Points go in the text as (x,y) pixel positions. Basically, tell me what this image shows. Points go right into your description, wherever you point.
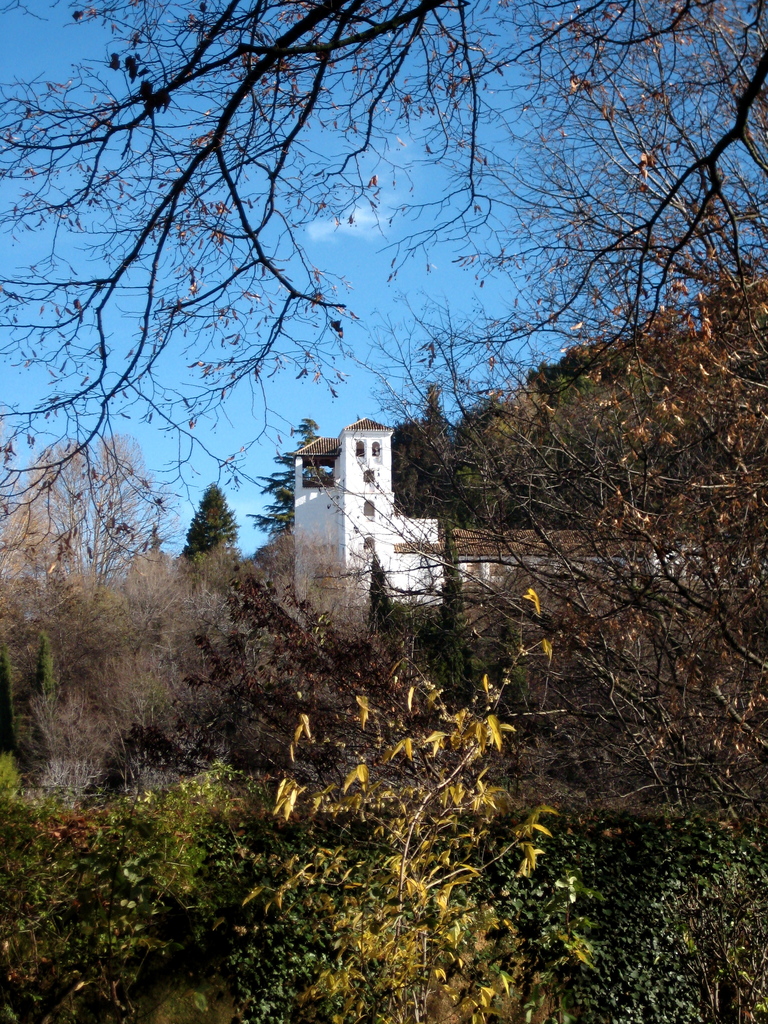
In this image I can see number of trees (112,618) and a white building (323,510). I can also see a clear blue sky (383,280).
